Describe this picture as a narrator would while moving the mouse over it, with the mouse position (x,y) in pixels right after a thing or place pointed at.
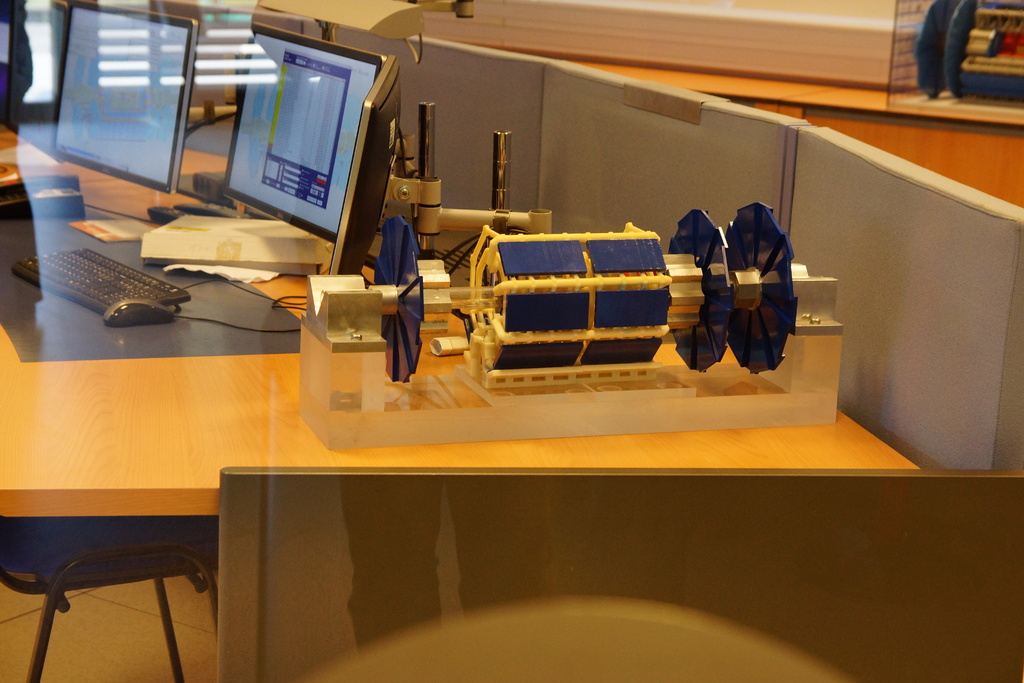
In this image I can see the cream colored surface (169,406) and on it I can see few monitors (295,155), few keyboards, few wires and a machine (515,288) which is blue and yellow in color. I can see a chair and few other objects (471,9) in the blurry background (428,46).
